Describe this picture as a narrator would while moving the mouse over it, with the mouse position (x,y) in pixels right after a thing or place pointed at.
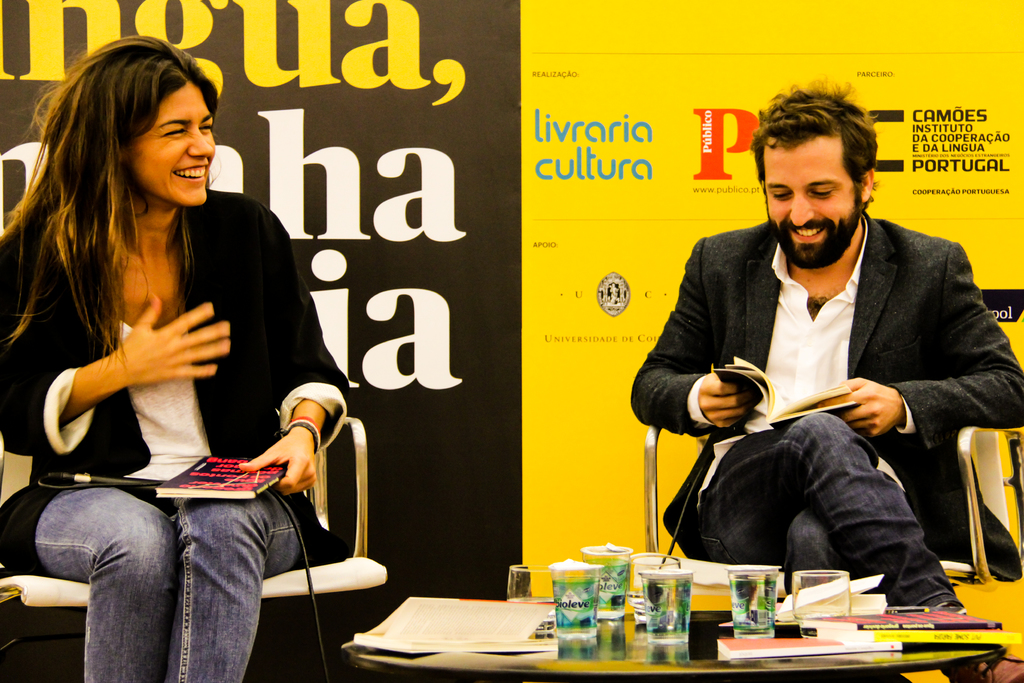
2 people (225,512) are sitting on the chairs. there are holding books (228,467) in their hands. in front of them there is a table (615,649) on which there are books (819,639) and glasses (680,618). behind them there is a banner (454,360) which is yellow and black in color.
